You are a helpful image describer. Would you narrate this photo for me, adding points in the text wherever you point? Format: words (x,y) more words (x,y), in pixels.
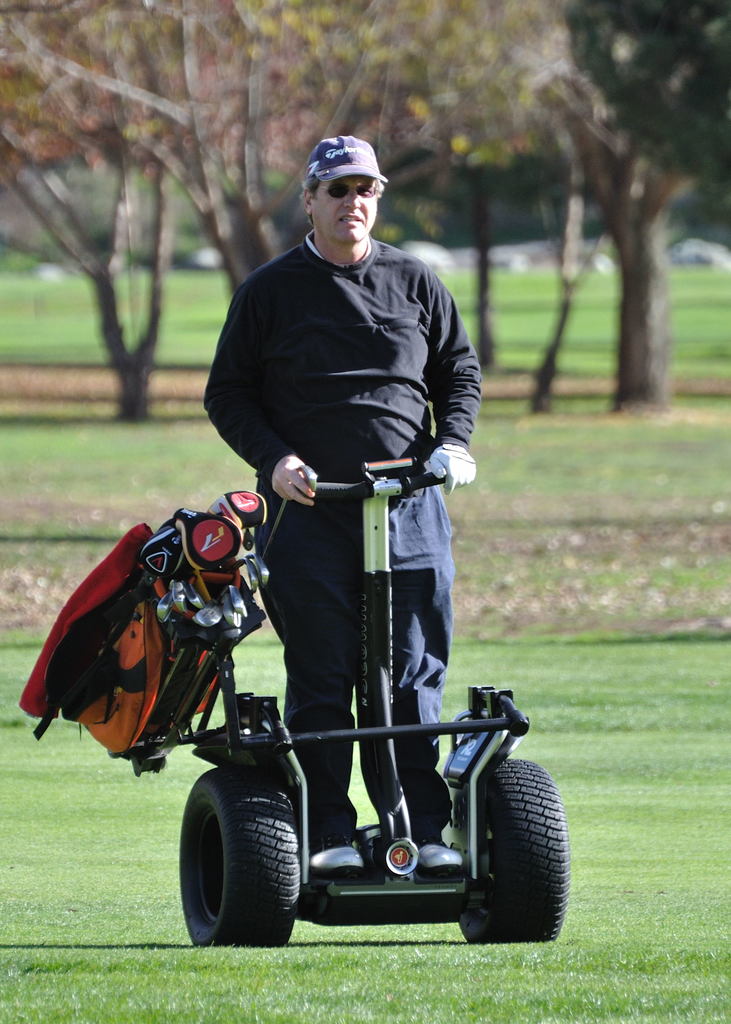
In this image we can see a person (360,275) wearing specs (366,184), cap (344,157) and a glove (458,466). He is standing on a segway (455,775). On the ground (175,841) there is grass (457,944). In the background (367,98) there are trees (361,112). On the segway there is a bag (186,615).
